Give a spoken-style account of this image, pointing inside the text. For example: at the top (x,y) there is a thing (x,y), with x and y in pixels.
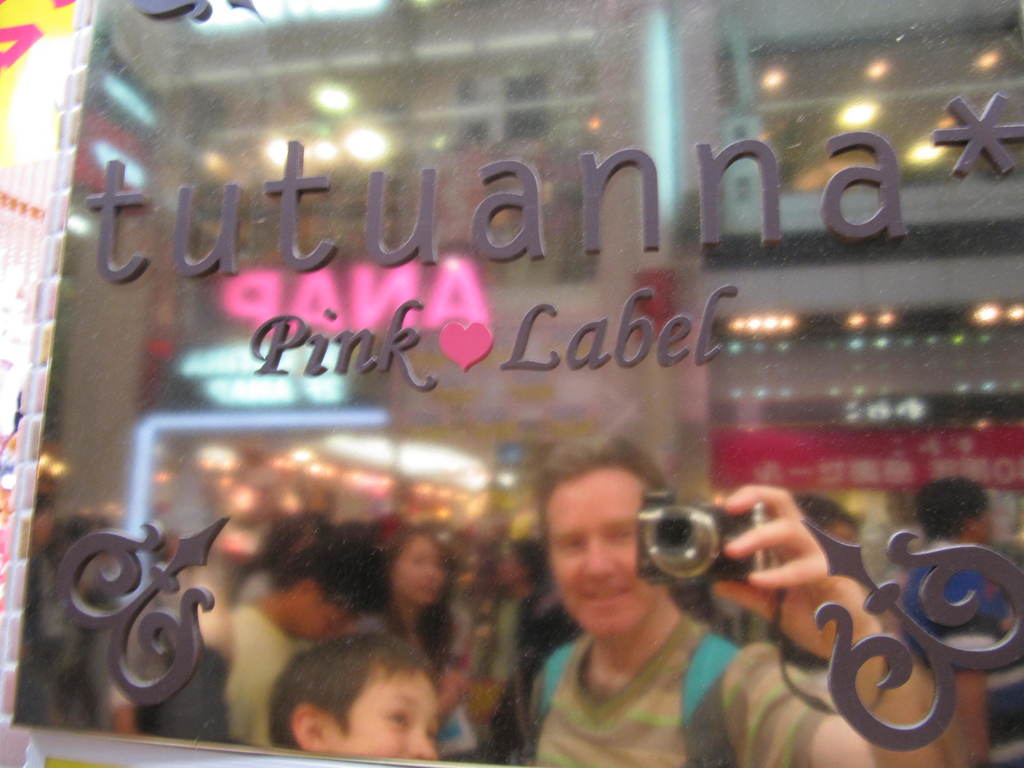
In this image we can see the advertisement board (924,324). In the reflection (170,388) of the board (928,313) we can see persons (678,630), name boards (459,297), walls (567,282) and electric lights (854,122).
